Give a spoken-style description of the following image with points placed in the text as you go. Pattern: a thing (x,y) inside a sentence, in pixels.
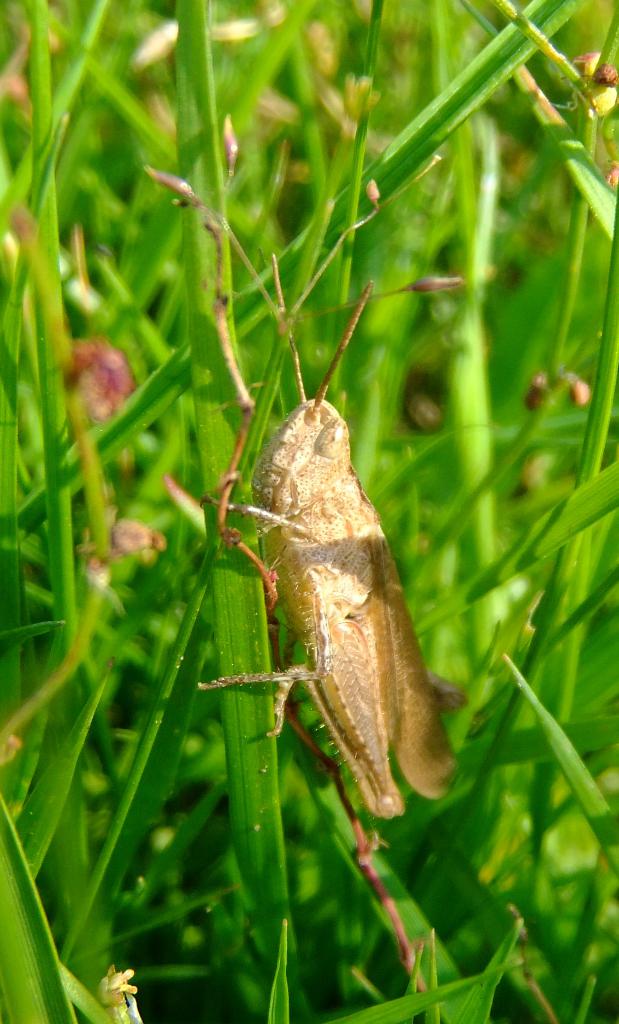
In the image there is grasshopper (344,549) standing on the grass (67,476).
